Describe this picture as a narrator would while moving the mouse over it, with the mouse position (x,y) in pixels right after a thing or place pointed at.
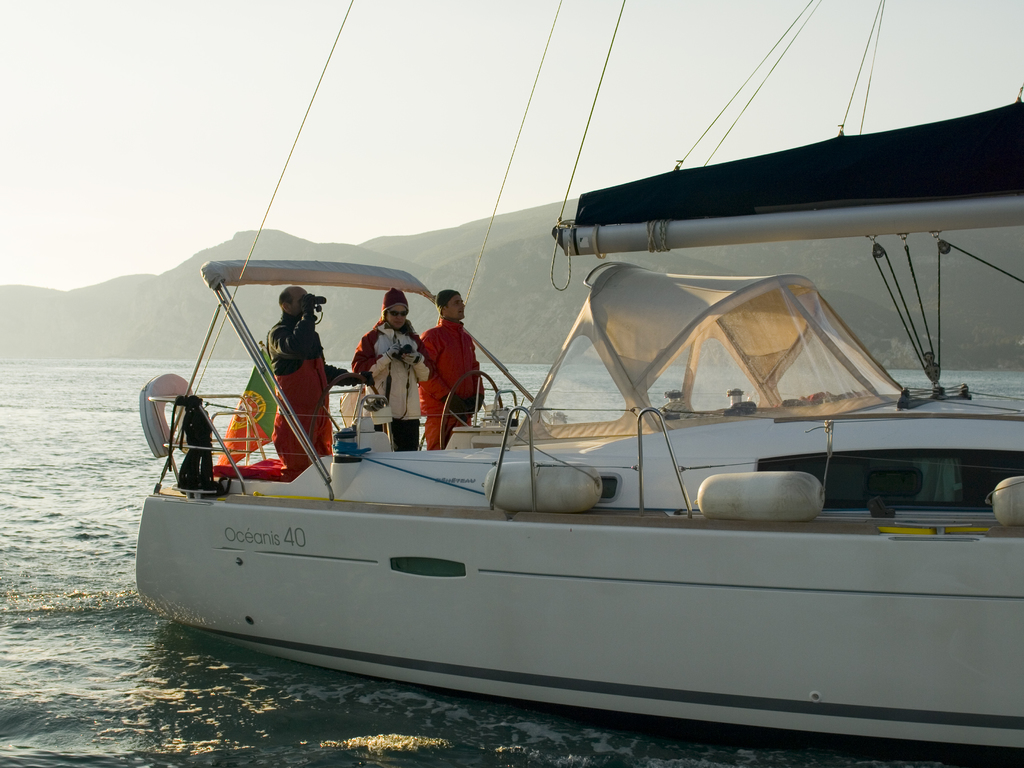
In this image there are a few people (392,373) standing in the boat (568,465), which is on the river (336,365), one of them is holding a binocular (317,298). In the background (432,255) there are mountains (330,343) and the sky (112,164).
